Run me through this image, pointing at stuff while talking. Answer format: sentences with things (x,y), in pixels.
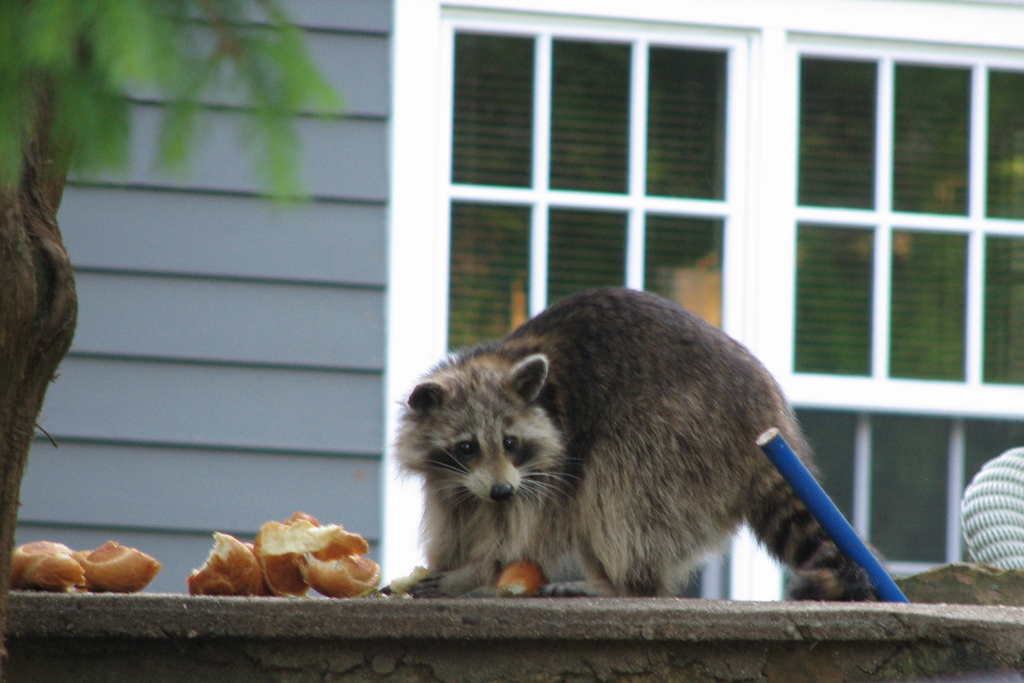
In the picture I can see an animal (591,332) on the wall (531,596) which is at the bottom of the picture (403,601) and there are bread pieces (234,548) on the wall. It is looking like a trunk (43,239) of a tree (59,239) on the left side (22,381). In the background (593,206), I can see the glass window (647,212) of a house (572,97). It is looking like a stick (894,585) on the bottom right side (818,508).
